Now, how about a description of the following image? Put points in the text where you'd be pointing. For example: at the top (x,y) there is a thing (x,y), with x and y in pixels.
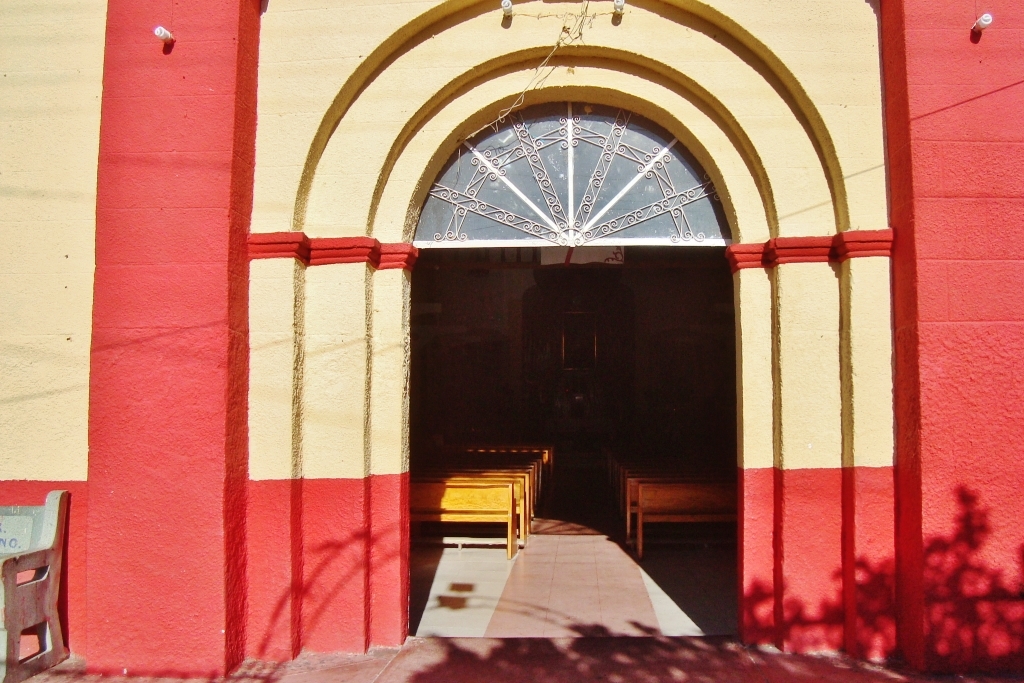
In the image we can see there is a building wall (88,278) and there are benches (487,513) kept on the floor (568,495). There is a bench (16,531) kept outside of the building (254,635).
